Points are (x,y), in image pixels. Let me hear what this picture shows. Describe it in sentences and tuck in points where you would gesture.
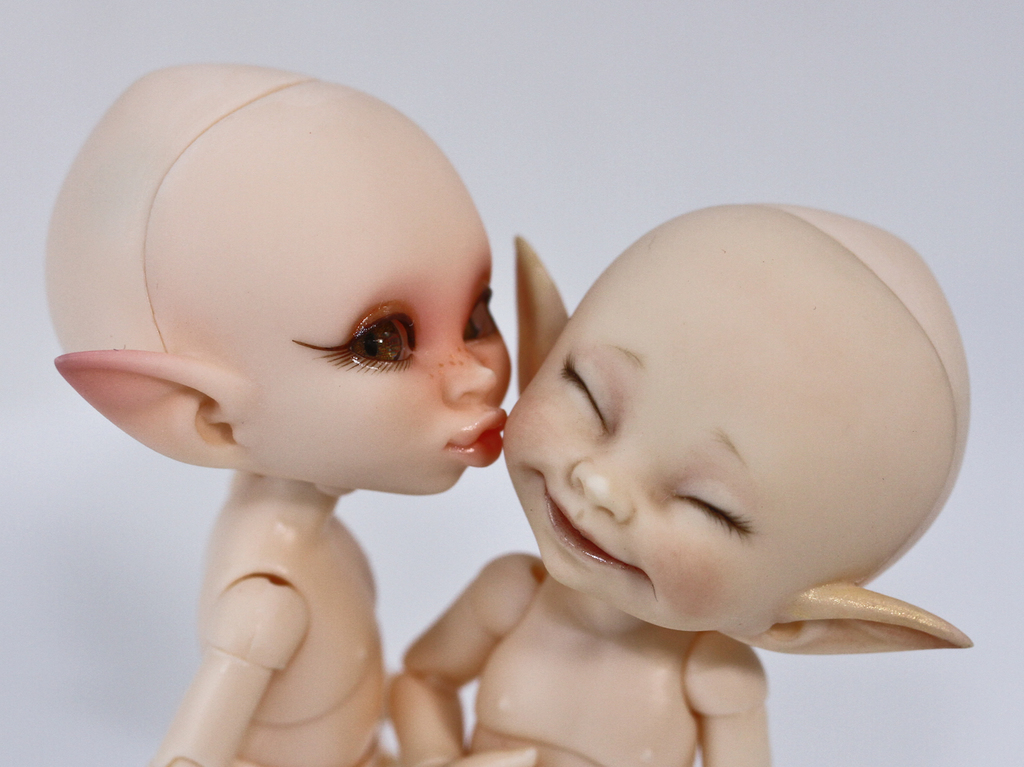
In this picture we can see two toys (384,381), there is a plain background (581,124).
